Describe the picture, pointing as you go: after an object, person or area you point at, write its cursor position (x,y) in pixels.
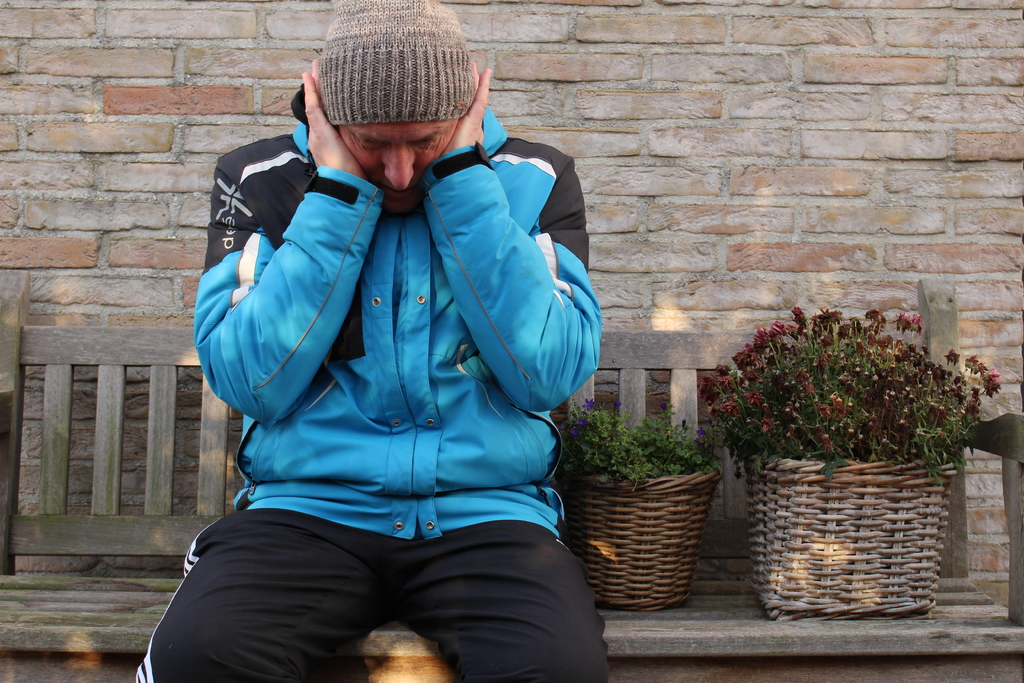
In this image I can see a man (330,354) is sitting on a bench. I can see he is wearing grey cap (374,109), blue jacket (410,327) and black pant (354,581). I can also see plants (788,450) in these baskets (780,523). I can also see wall (563,34) in background (852,229).
